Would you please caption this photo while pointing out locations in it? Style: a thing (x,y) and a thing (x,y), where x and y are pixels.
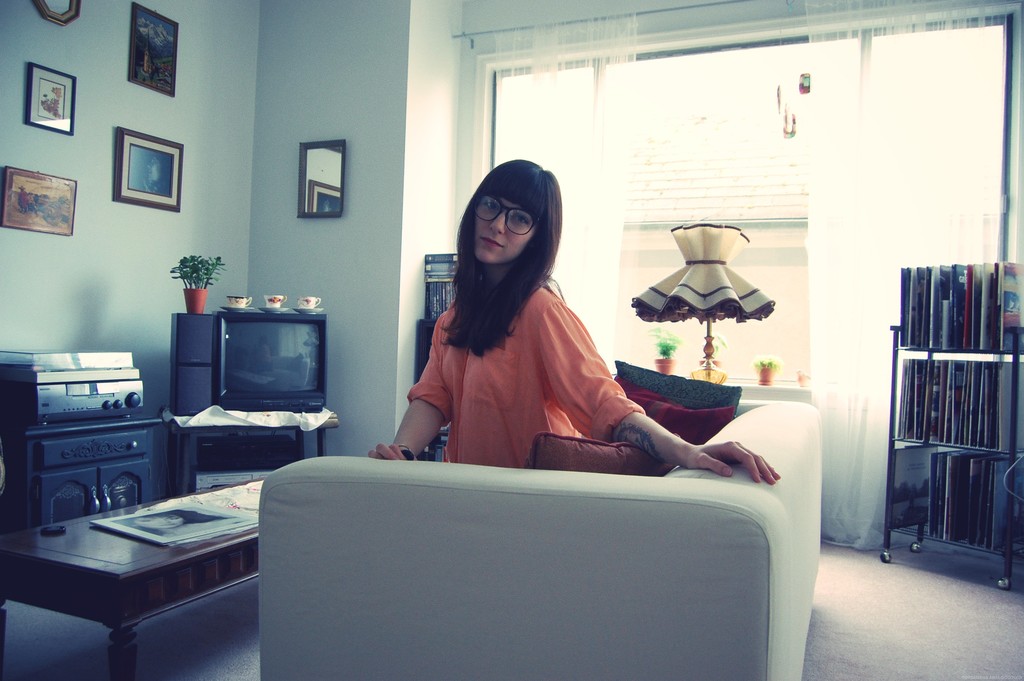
Different type of pictures (161,26) on wall (199,190). This rack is filled with books (975,383). On this table (330,418) there is a plant (195,306), cups (239,299) and television (283,357). On this cupboard (102,455) there is a device (56,399). On this table (85,532) there are pictures (212,513). These women (466,356) is sitting on a couch (467,471). On this couch (733,434) there are pillows (673,403). Far there are plants (701,360) and lantern lamp (712,347). This is window (943,88) with curtain (880,185).
